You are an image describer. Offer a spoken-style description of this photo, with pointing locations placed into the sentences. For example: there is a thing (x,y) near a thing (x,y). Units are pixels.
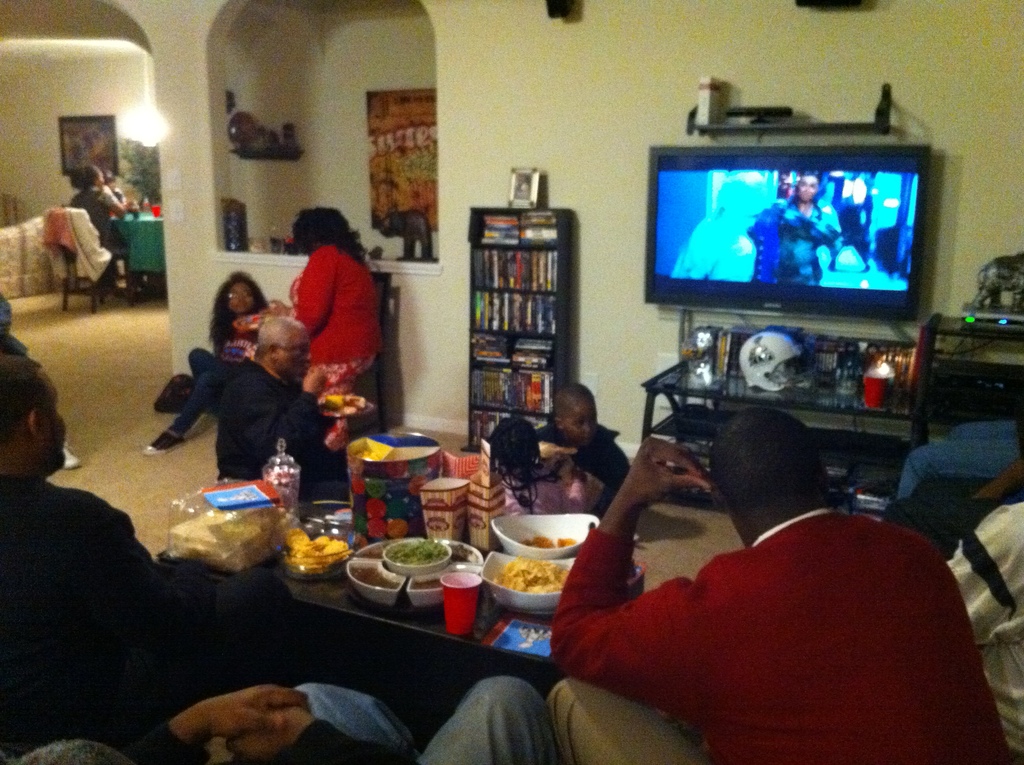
this picture shows few people (253,473) seated on the chairs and we see a television (720,198) and a bookshelf (524,298) and few food (531,563) with bowls (457,545) and glasses (470,575) on the table (481,677).
